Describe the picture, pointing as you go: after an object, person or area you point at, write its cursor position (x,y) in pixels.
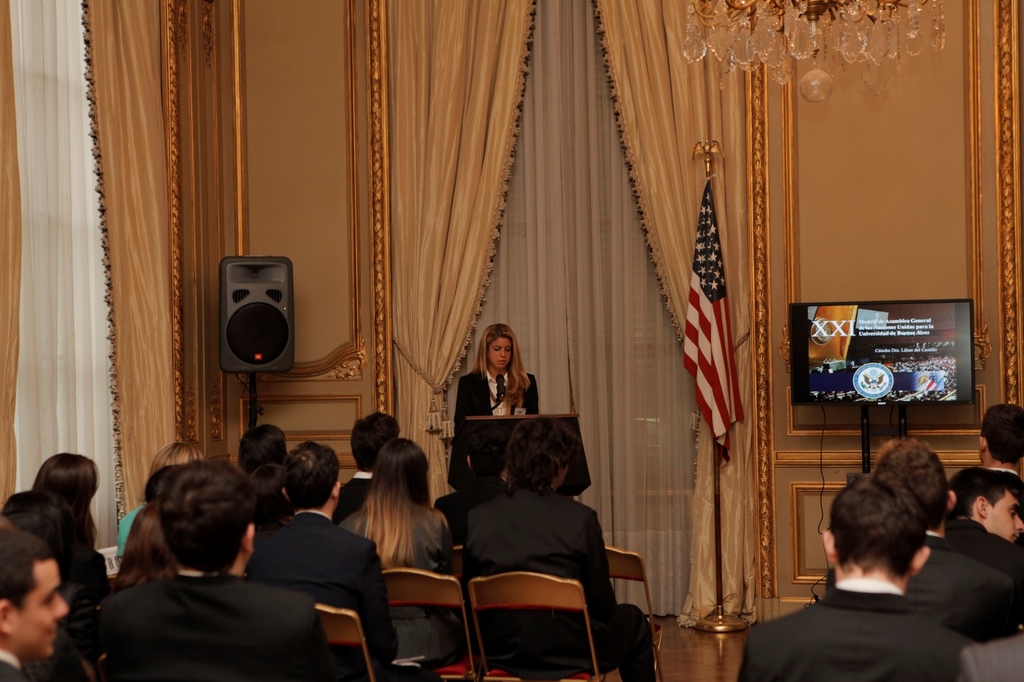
In this picture there is a woman (518,344) standing behind the wooden table (507,432) and she is speaking, she has a microphone (504,378) in front of her and there a group of people (924,645) sitting on the chair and there is a television (797,378) over here and there is a flag (725,445) on the right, a speaker (282,369) on the left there is a wall (327,84), curtain (650,203).
